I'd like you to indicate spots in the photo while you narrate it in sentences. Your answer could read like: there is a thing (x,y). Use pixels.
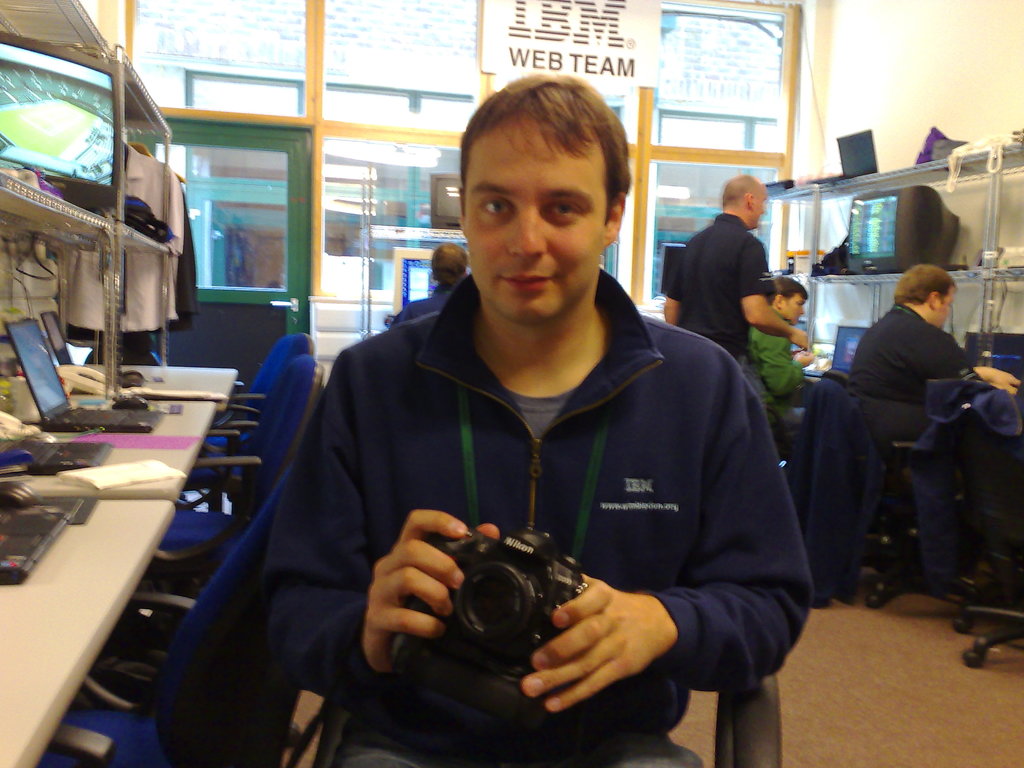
This is the picture of a person (420,534) holding a camera (478,559) and sitting on the chair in front of the desk (165,409) on which there are some systems (5,536) and behind him there are some other people (866,400) sitting on the chairs (966,455) in front of the table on which there are some things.
